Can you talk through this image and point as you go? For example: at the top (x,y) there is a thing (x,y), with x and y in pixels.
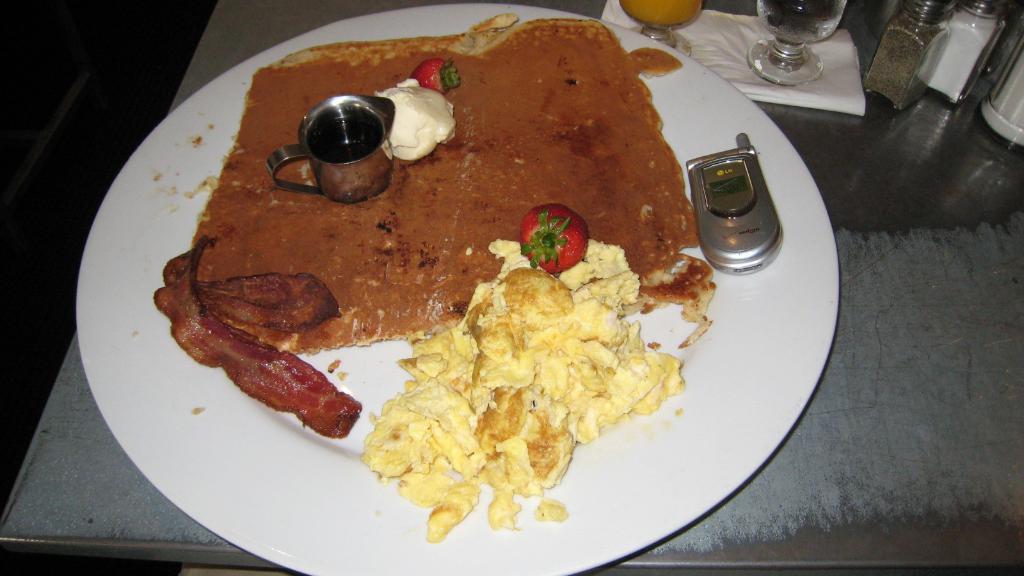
In this image we can see a table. On the table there are serving plate (669,412) with food (672,210) and a mobile phone (703,248) on it, glass tumblers (776,39) placed on a paper napkin (830,78) and sprinklers (902,56).
